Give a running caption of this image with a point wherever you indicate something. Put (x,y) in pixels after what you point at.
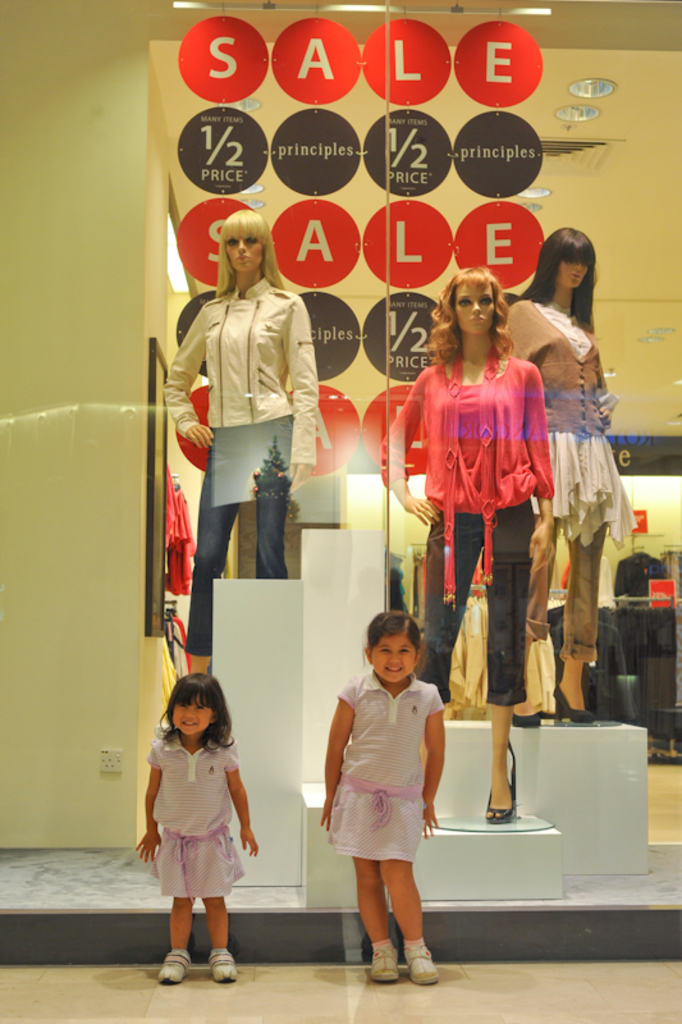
In this image, I can see two girls (352,768) standing on the floor (363,996) and smiling. Behind the glass door (278,406), I can see the mannequins (480,507), clothes (544,467), photo frame (148,561) to the wall (127,528), boards (666,584) hanging to a hanger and at the top of the image (602,92), there are ceiling lights (593,80).
